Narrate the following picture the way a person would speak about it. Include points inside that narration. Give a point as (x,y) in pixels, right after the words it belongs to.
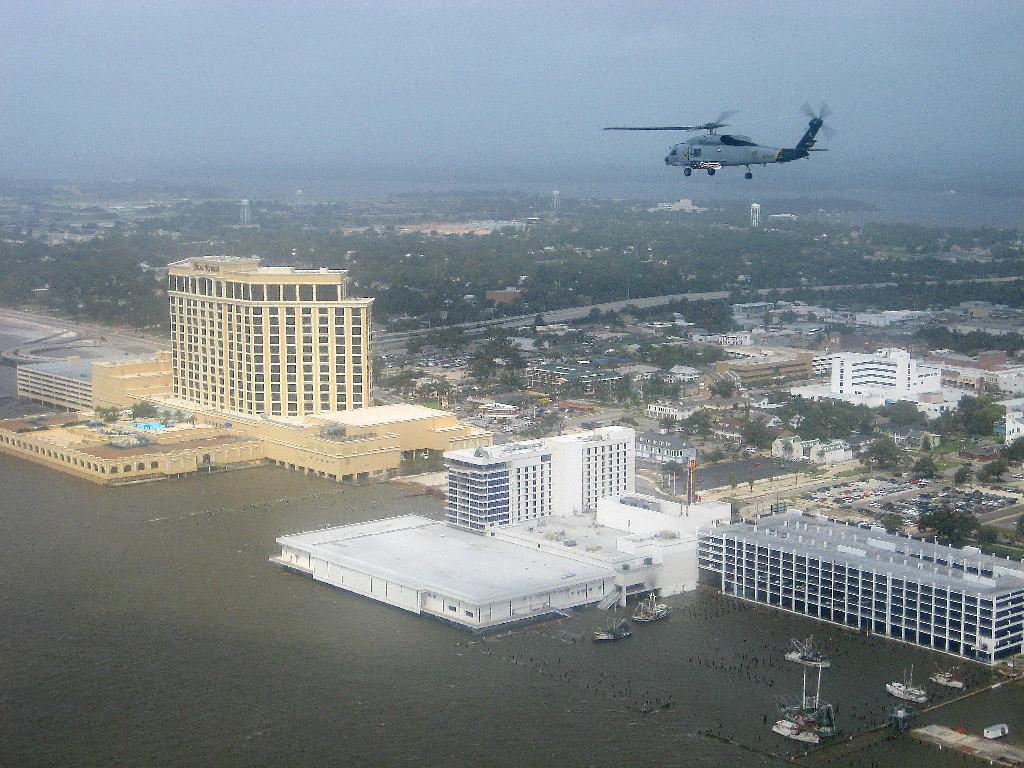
In this image I can see few boats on the water (669,705). To the side of the water (207,534) I can see many buildings (545,557). In the background (490,330) I can see many trees (499,353), buildings (570,401) and the poles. I can see an aircraft (705,154) in the air (633,145). I can also see the sky (288,144) in the back (420,77).
